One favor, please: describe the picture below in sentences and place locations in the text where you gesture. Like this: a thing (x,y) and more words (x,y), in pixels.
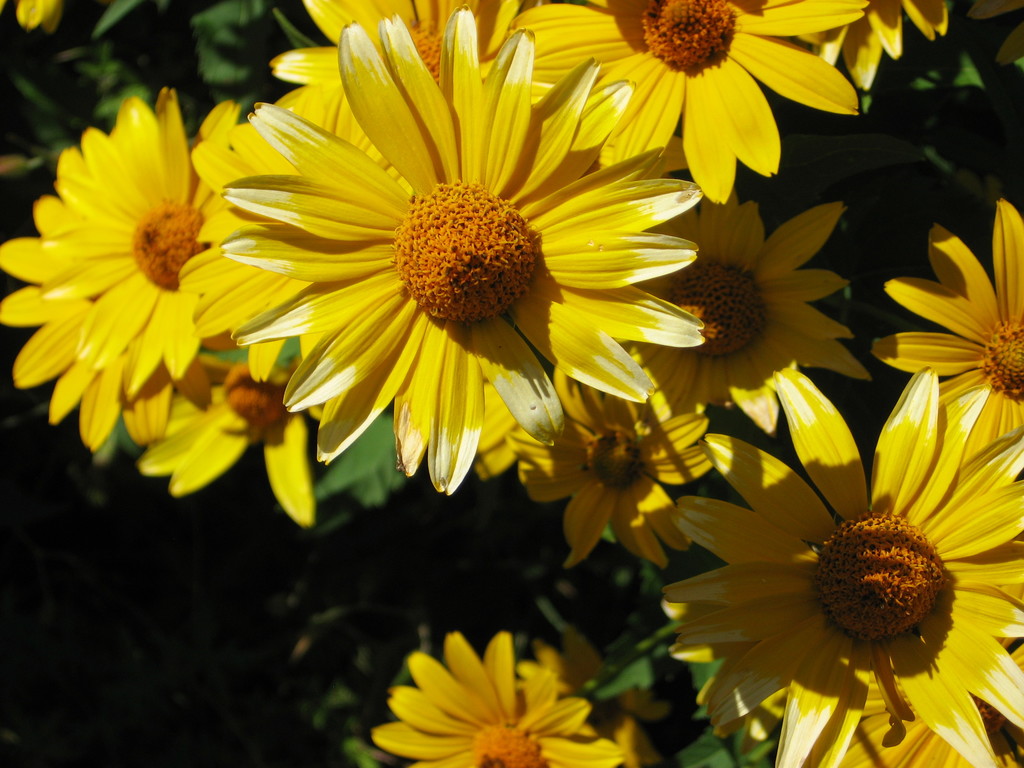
In this picture I can see there are few flowers (437,452) and it has yellow petals (499,127) and they are attached to the plants (617,432), there are also few leaves (201,42) and the backdrop (63,732) is dark.
